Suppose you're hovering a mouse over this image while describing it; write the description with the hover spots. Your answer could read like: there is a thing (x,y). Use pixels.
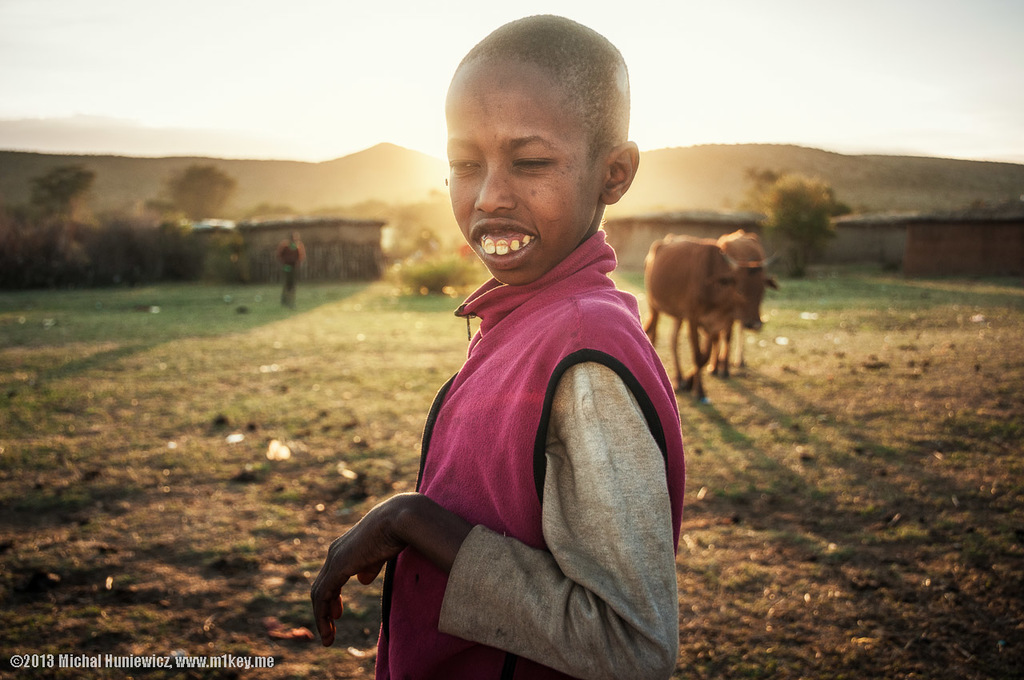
In this image we can see there are people (559,319), animals (700,317), trees (774,216) and plants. In the background (861,40) we can see the sky (848,47). In the bottom left corner (130,666) there is a watermark (211,665).
